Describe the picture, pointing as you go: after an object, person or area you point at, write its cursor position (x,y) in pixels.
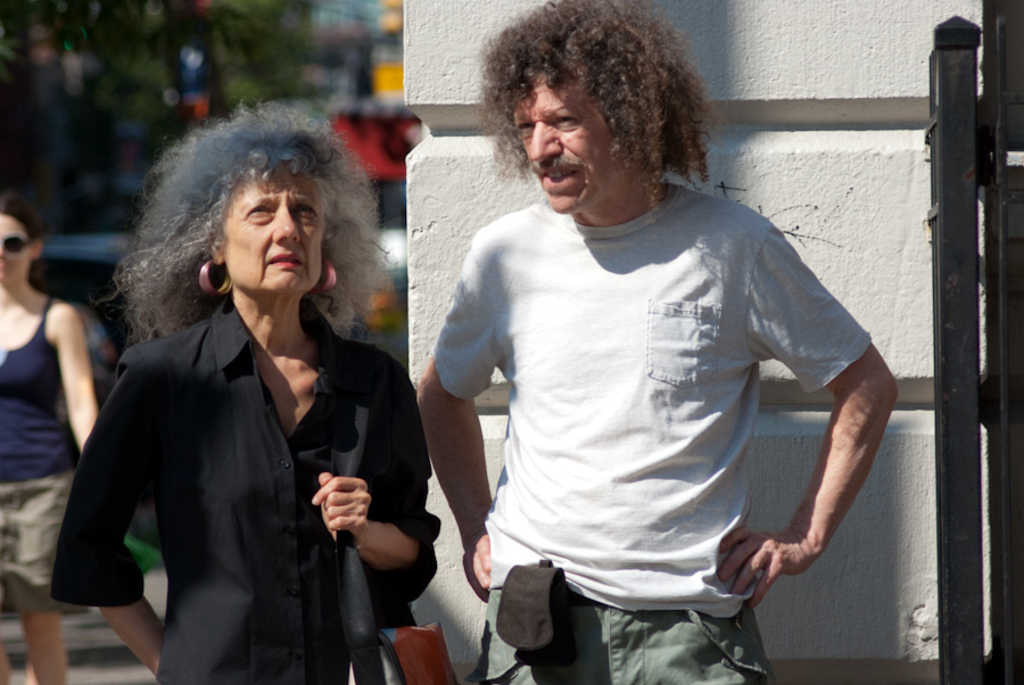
In this image we can see people (218,393) standing on the road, motor vehicles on the road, trees (235,49) and walls (733,129).
